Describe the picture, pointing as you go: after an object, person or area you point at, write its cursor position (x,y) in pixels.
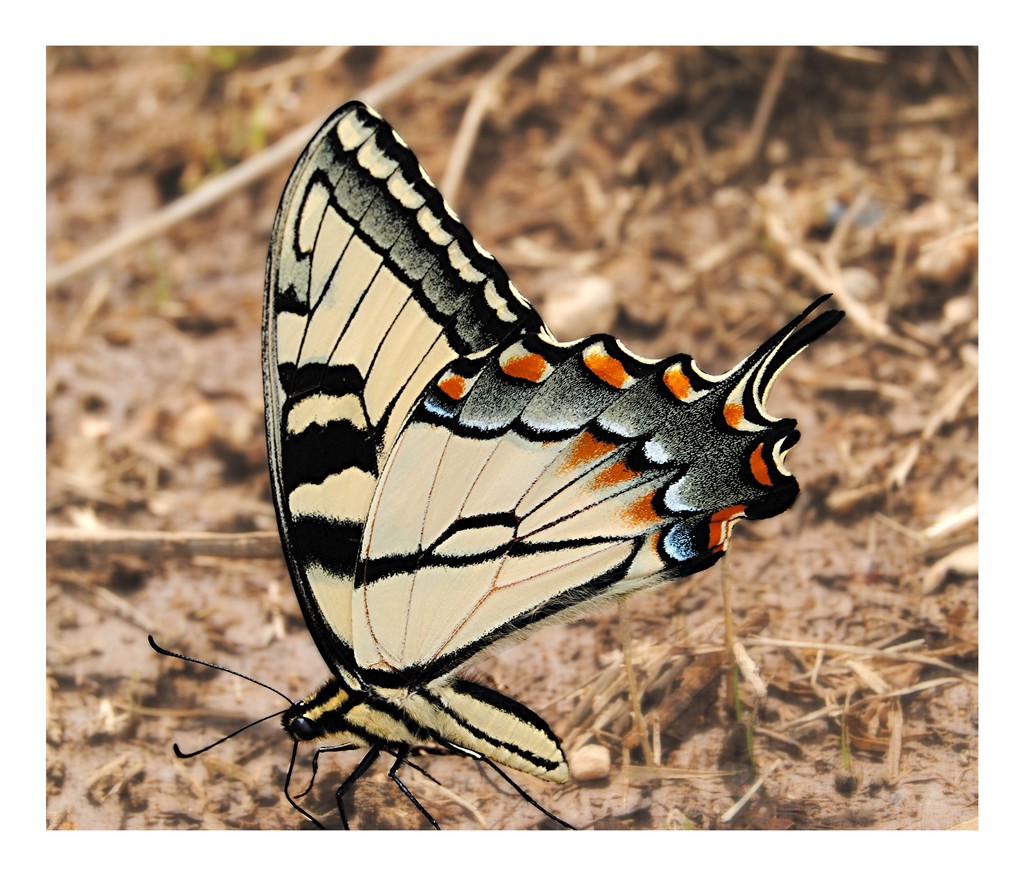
In this picture we can observe a butterfly (358,621) which is in black, cream and orange colors. This butterfly (375,640) is on the land (674,768). We can observe some sticks (189,538) in the background (101,251).
